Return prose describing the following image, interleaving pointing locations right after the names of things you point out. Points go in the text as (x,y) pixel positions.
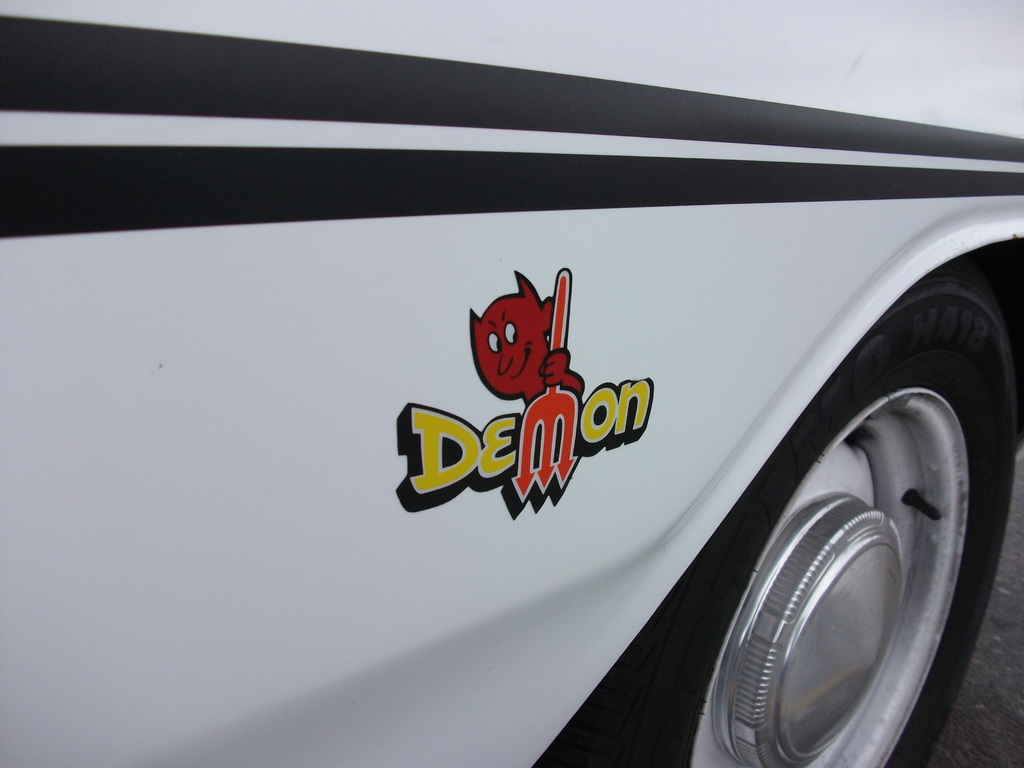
In this image I can see a vehicle (473,221) which is white, black, red, orange and yellow in color is on the ground (968,719).
